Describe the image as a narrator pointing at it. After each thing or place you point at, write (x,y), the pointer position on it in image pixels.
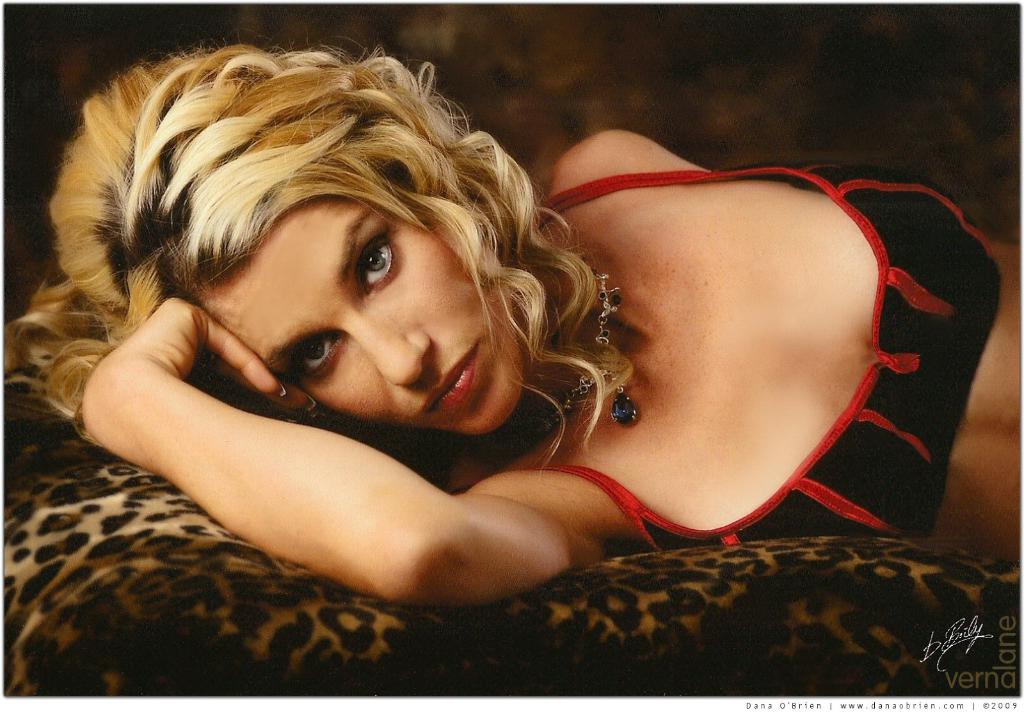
There is a woman (272,304) lying on a bed (429,620). And she is wearing a black and red dress (853,463) and a chain (586,380) in her neck (576,421). The woman's hair (233,200) is in yellow colour.
